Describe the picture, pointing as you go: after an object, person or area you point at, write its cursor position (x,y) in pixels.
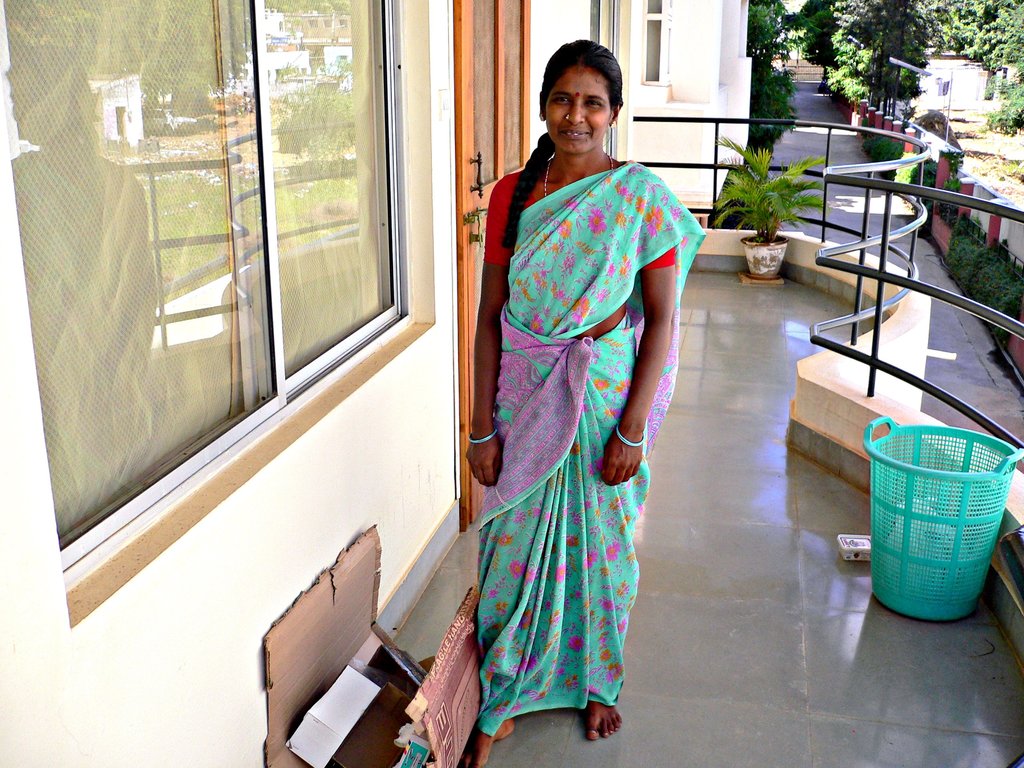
In this image, we can see a few houses (536,24). We can see a lady (490,360) standing. We can see the ground (765,363) with some objects (765,241) like a flower pot (762,235), a basket (958,596) and some cardboards (454,718). We can also see the window (381,258) and a door (515,11). We can see some plants (888,155), trees (910,37). We can also see some poles (931,74).
